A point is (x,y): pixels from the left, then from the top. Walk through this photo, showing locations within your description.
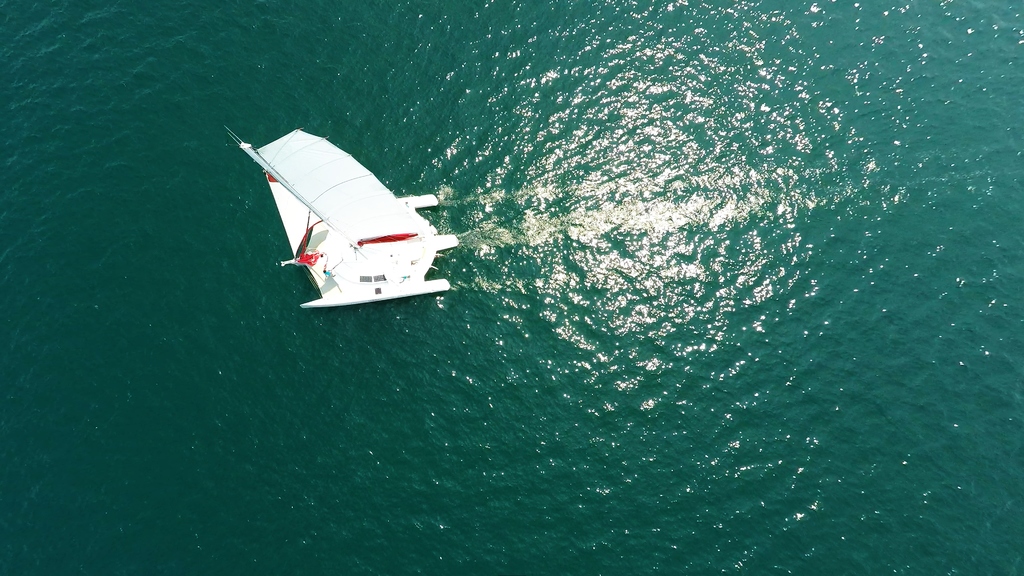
On this water (624,569) there is a boat (349,267).
